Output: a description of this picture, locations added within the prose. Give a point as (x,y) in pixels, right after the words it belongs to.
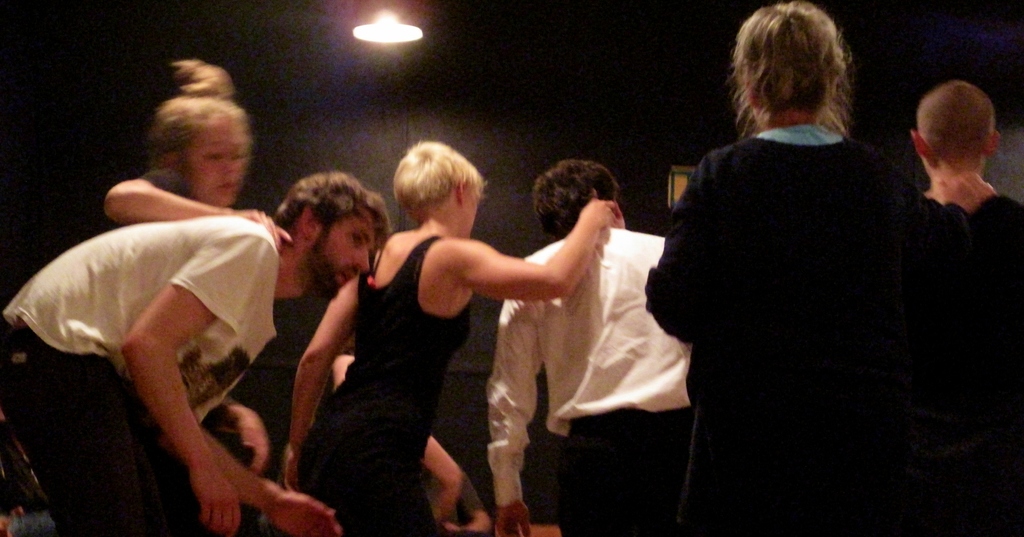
In this image we can see people (695,295). In the background of the image (274,192) there is a wall (598,127). At the top of the image (393,37) there is a ceiling (79,2) with light (380,33).
